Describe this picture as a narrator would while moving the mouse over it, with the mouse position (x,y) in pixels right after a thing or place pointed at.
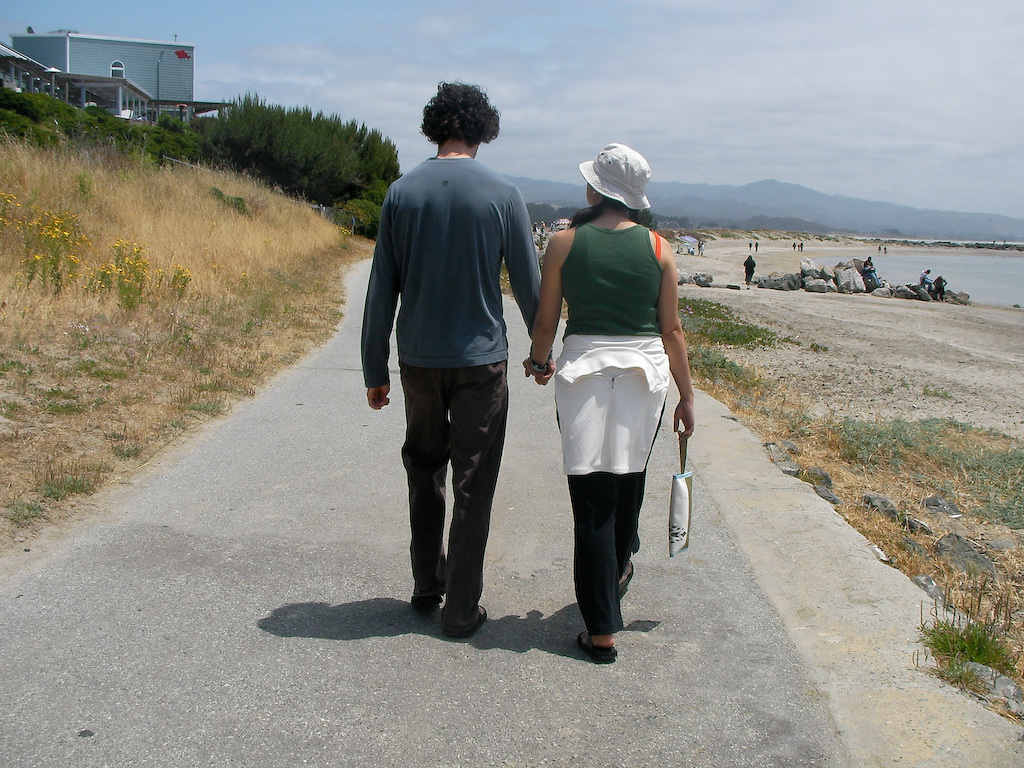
In this image in the center (579,325) there are two persons (447,378) who are holding hands (547,373) and walking, and on the left side (136,265) there is some grass (149,226) and trees (234,140) houses (104,87). At the bottom (279,674) there is a road (645,679), and on the right side (781,262) there is a beach (795,273) and some persons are walking. And also there is some grass (883,434) and some small stones (945,553). In the background (667,192) there are some mountains (780,209), and at the top of the image (701,58) there is sky (550,97).
